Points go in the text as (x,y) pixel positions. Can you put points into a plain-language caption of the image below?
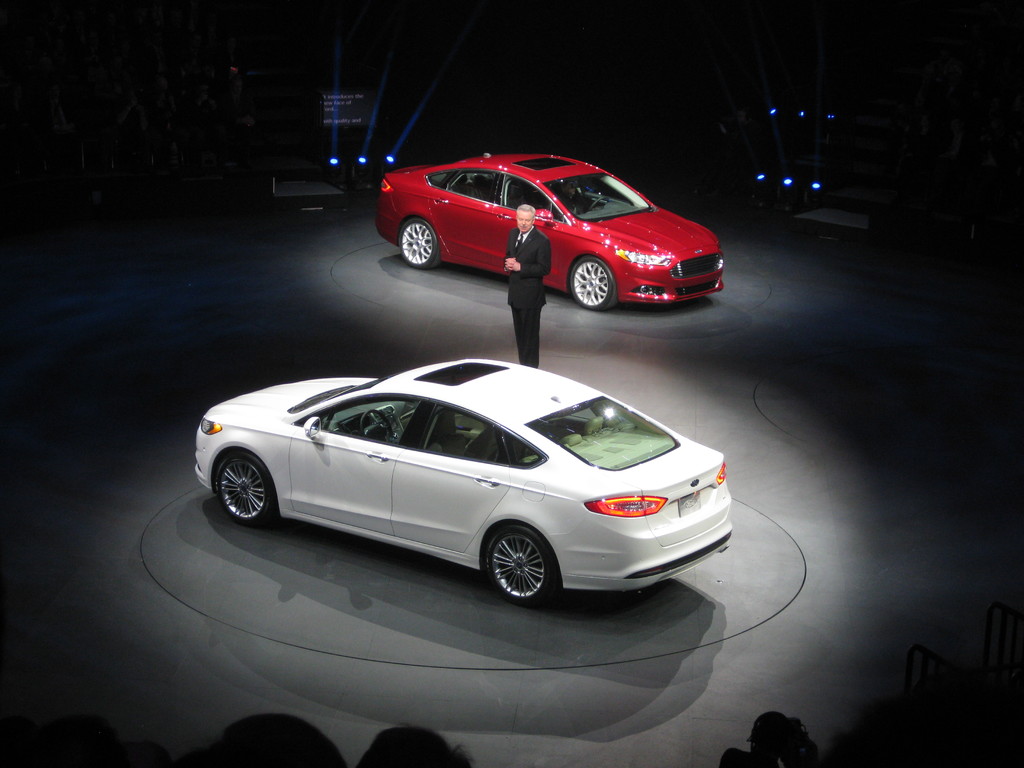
There are 2 cars (471,501) which are white and red in color. A person (535,323) is standing in the center (519,322) wearing a suit (514,299). At the back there are lights (786,181).
